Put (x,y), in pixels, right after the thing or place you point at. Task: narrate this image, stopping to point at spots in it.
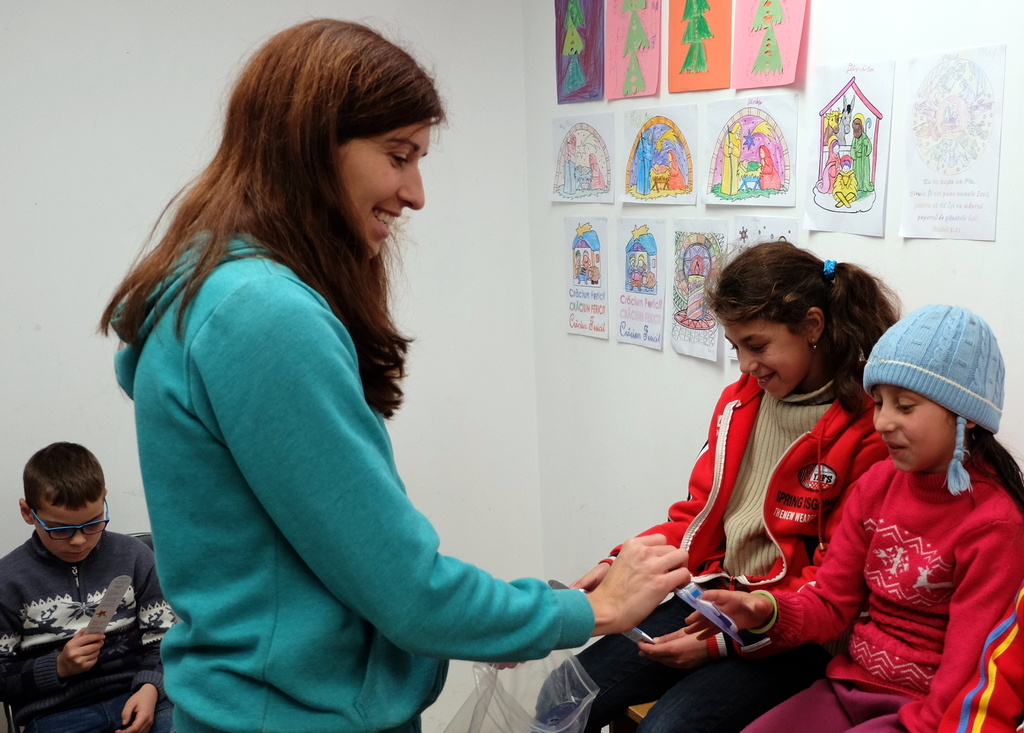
In a room (133,453) there is a woman (210,317), around her there are three kids (801,521) and she is giving cards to each kid (748,559). Behind the kids (751,320) there are photo paints (829,142) attached to the wall (645,211), all the paintings (606,246) were done on the papers (658,117).
